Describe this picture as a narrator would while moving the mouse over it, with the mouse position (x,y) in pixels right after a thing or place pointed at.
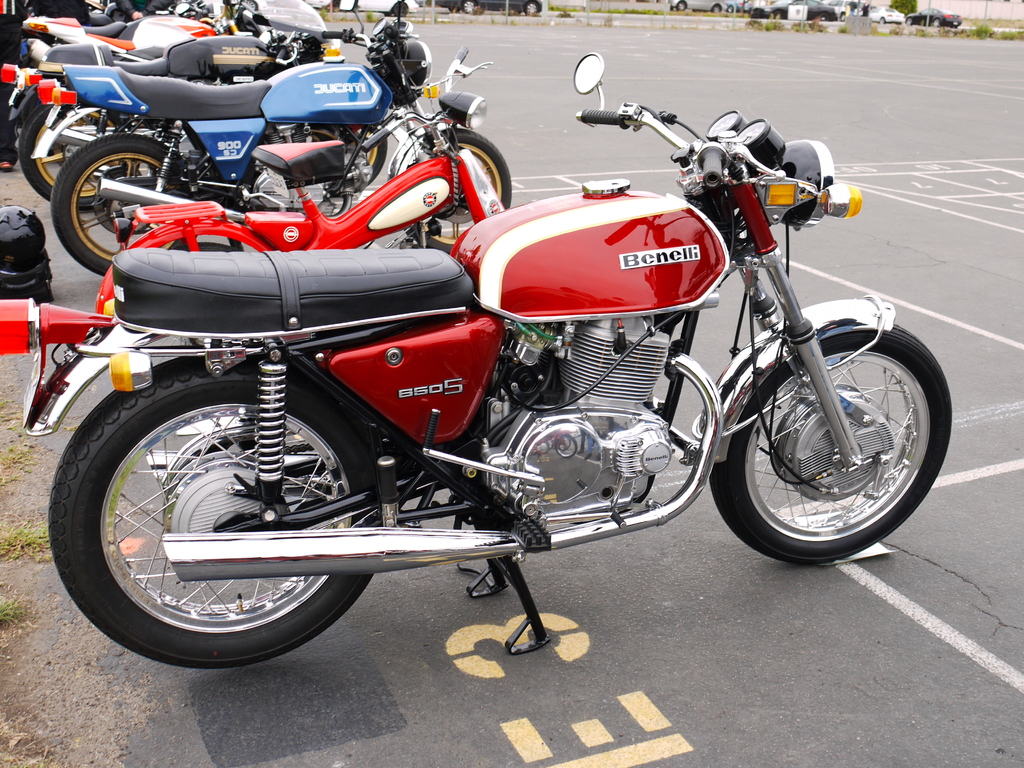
In the picture there are collection of bikes (261,284) they are arranged in an order, the bikes (252,322) are of different colors.
